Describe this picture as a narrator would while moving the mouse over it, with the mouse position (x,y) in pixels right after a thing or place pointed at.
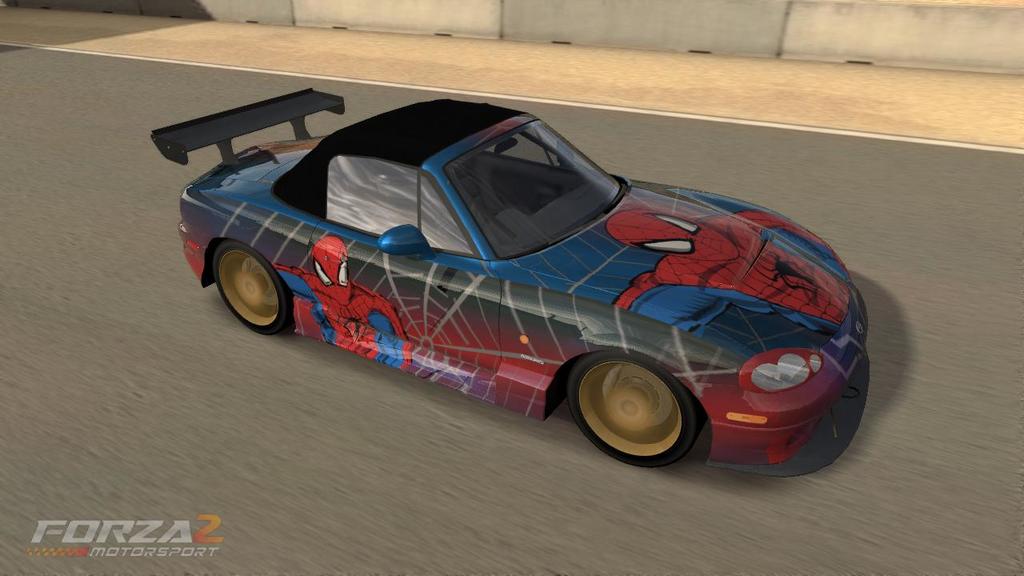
This is an animated image, in this picture we can see car (511,340) on the road (413,428). In the background of the image (945,19) we can see wall (930,44). In the bottom left side of the image (69,532) we can see text (117,534).
